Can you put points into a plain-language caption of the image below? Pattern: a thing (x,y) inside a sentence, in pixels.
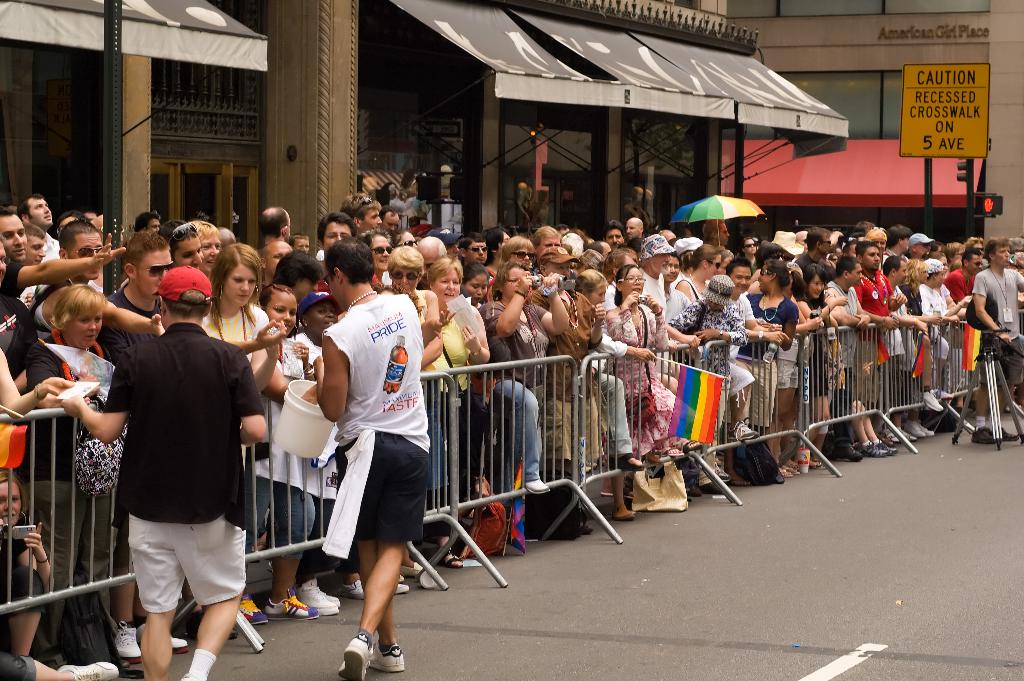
In this image in front there are two people (372,486) walking on the road (743,582) and they are holding some objects (304,412). In front of them there is a metal fence (491,453). There are people (311,303). In the background of the image (991,215) there is a traffic light (977,212). There is a board (934,126). There are buildings (561,76).
